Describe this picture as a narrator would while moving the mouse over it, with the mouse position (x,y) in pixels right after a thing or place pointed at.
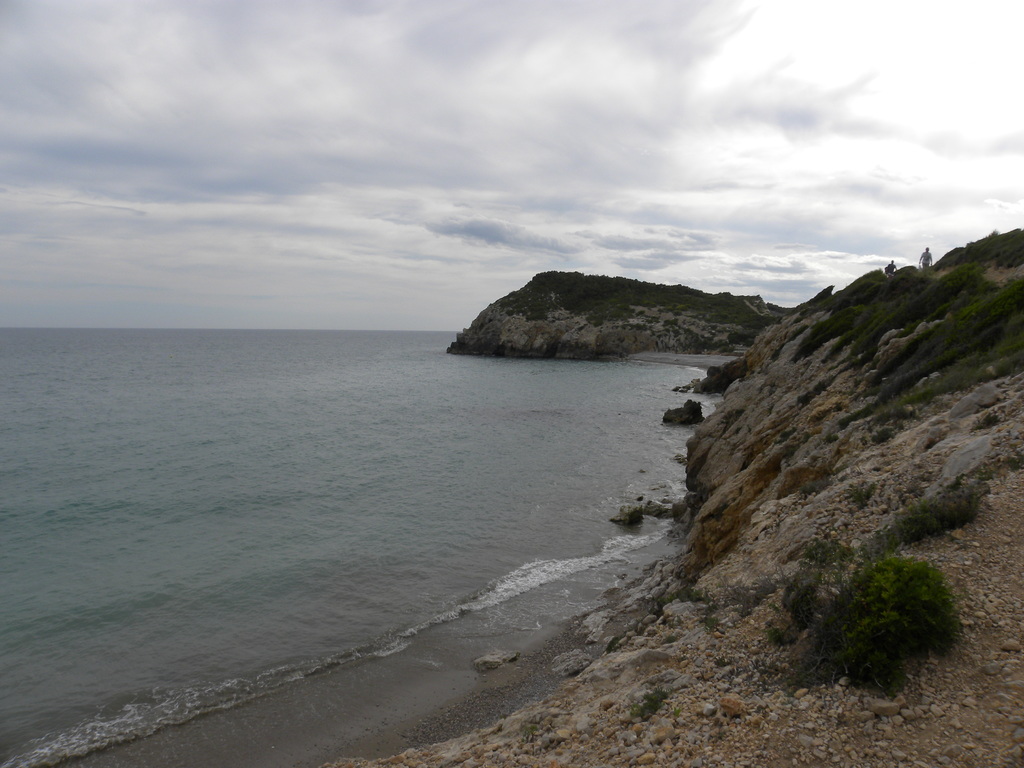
This is the picture of a sea (520,480). On the left side of the image (125,588) there is water (138,566). On the right side of the image (970,366) there are two persons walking on the hill (992,282) and there are plants (813,333) on the hill (839,440). At the top (602,172) there are clouds (230,48).
